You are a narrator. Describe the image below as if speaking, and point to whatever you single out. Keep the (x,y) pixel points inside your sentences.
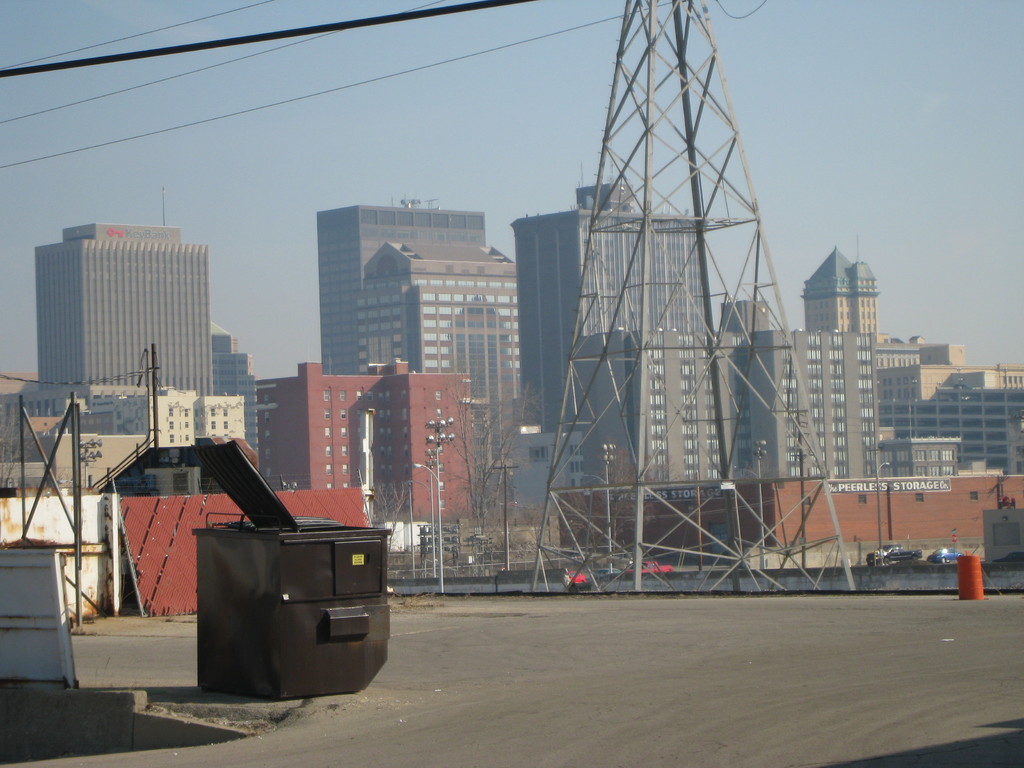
On the left side (257,689), there is a box (339,620) on the road (356,705). On the right side (911,762), there is a shadow (911,762) of an object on the road (909,672). In the background (693,348), there is a tower (712,229), there are buildings (886,383), there are poles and there is blue sky (231,150).
